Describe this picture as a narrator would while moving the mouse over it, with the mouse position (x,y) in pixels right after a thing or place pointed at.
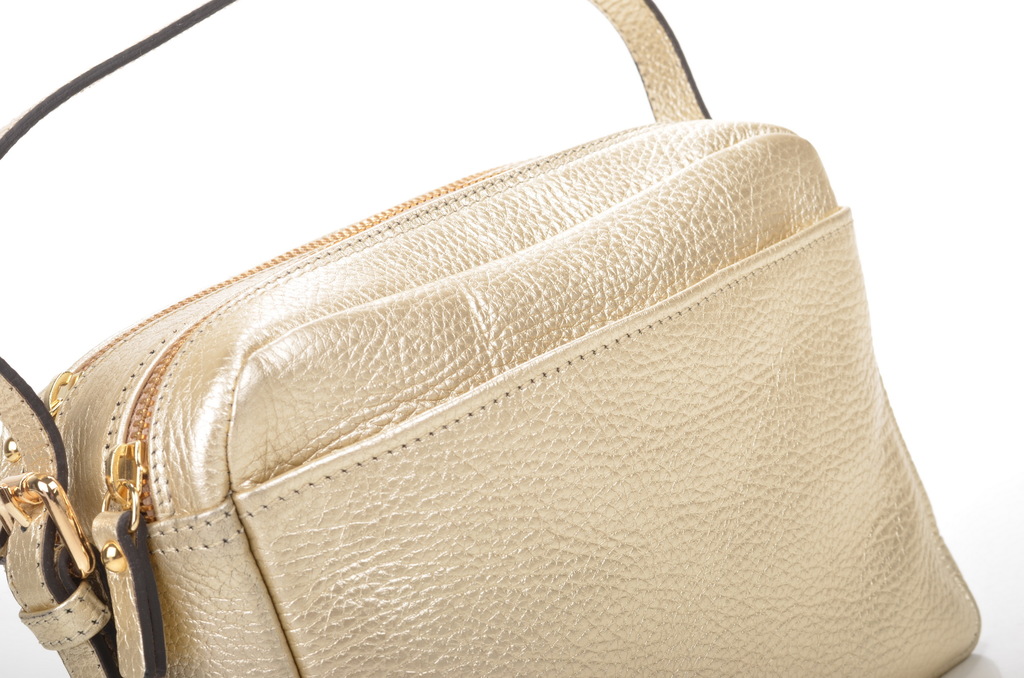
in this image i can see a golden color hand bag (436,436) which has two zips (91,357) and a strip (88,76).
